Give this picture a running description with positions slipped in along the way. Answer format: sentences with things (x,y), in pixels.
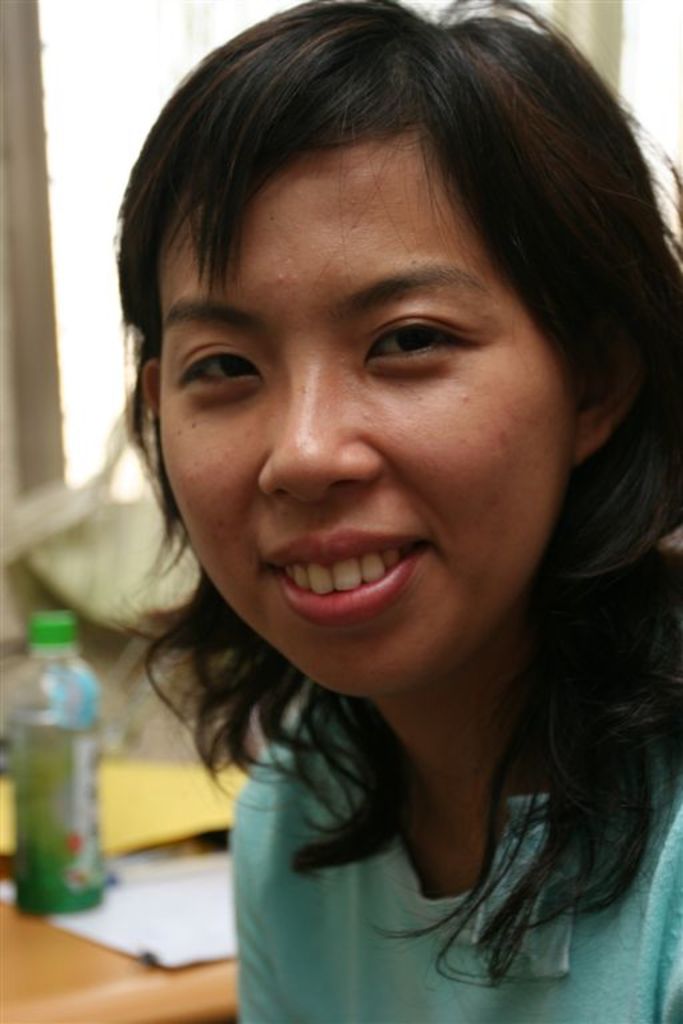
In this picture we can see women (434,766) wore T-Shirt (261,846) and smiling and in background (87,785) we can see bottle (56,712), paper (167,857) on table (74,965), window (81,84).
